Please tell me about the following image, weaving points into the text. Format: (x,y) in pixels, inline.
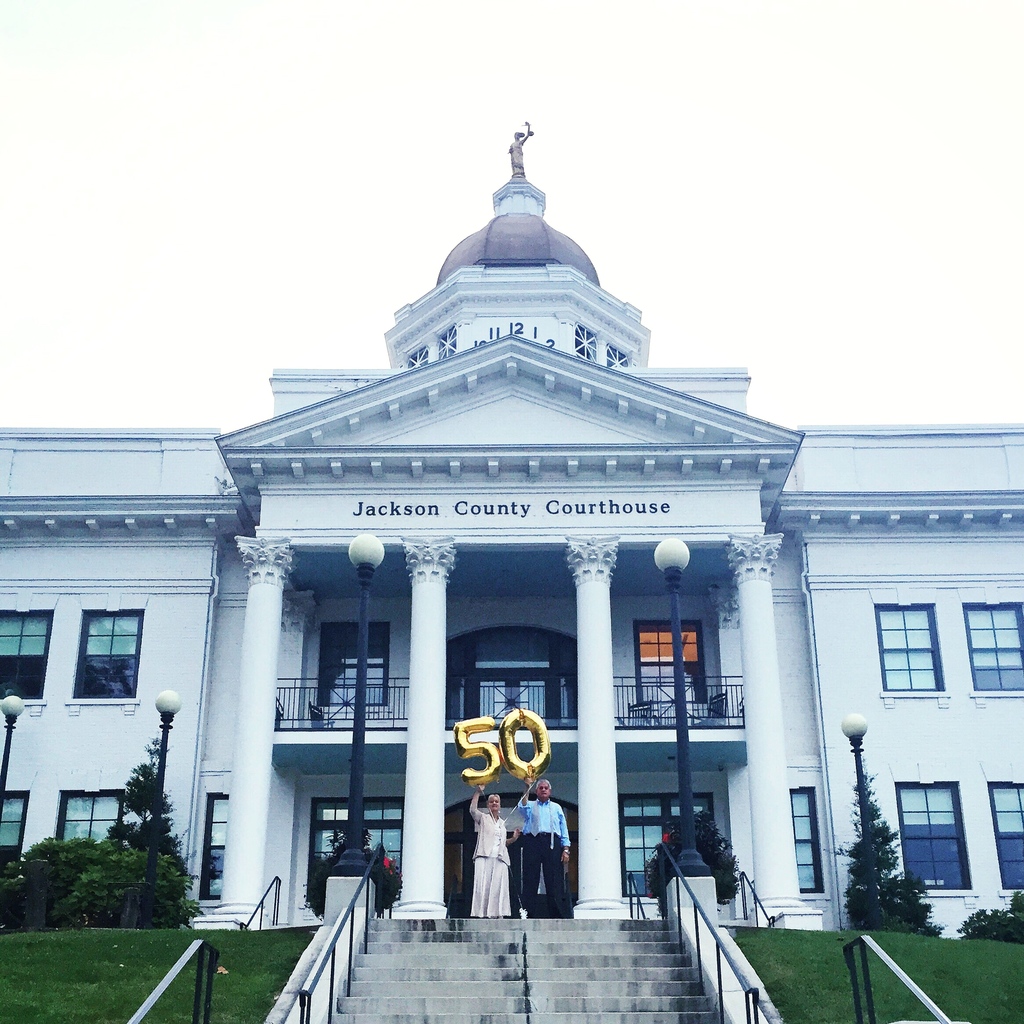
This image consists of a building (418,687) in white color. In the front (529,840), there are two persons (529,840) standing. At the bottom (452,999), there are steps (418,976). On the left (141,975) and right, we can see green grass (47,985) on the ground (85,1014) along with the plants (72,879). And we can see four pillars (773,759) in this image. At the top (245,135), there is sky (251,280).
